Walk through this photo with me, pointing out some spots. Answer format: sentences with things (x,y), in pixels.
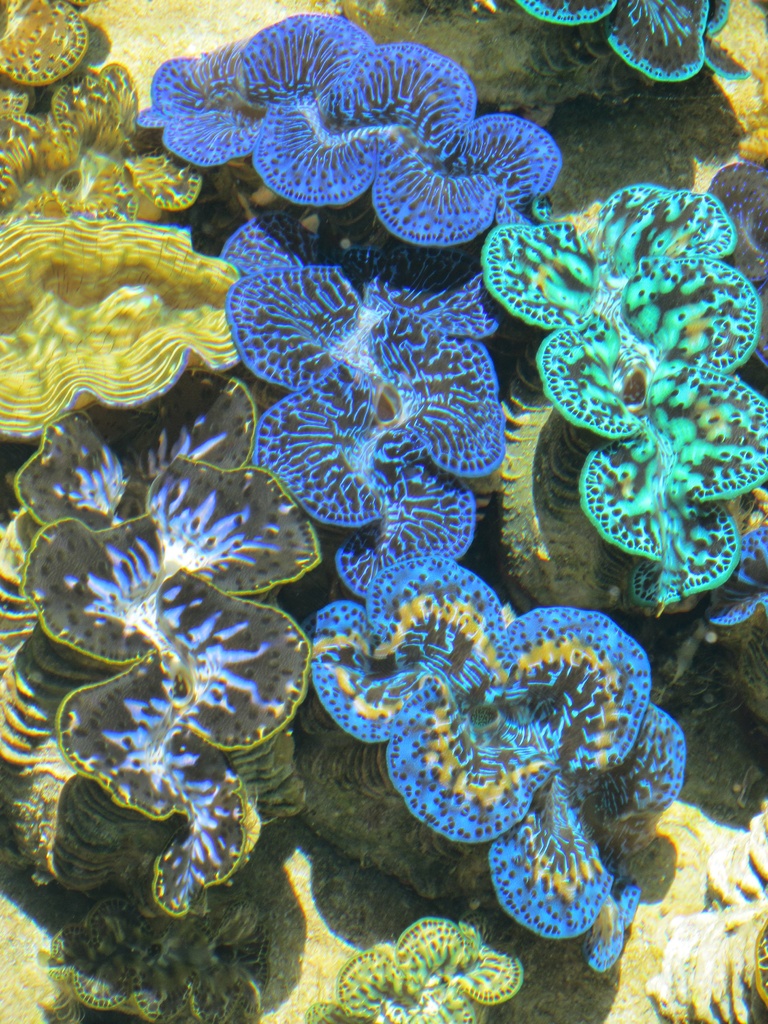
In the image there are different colors of water species (497,668) are captured.
